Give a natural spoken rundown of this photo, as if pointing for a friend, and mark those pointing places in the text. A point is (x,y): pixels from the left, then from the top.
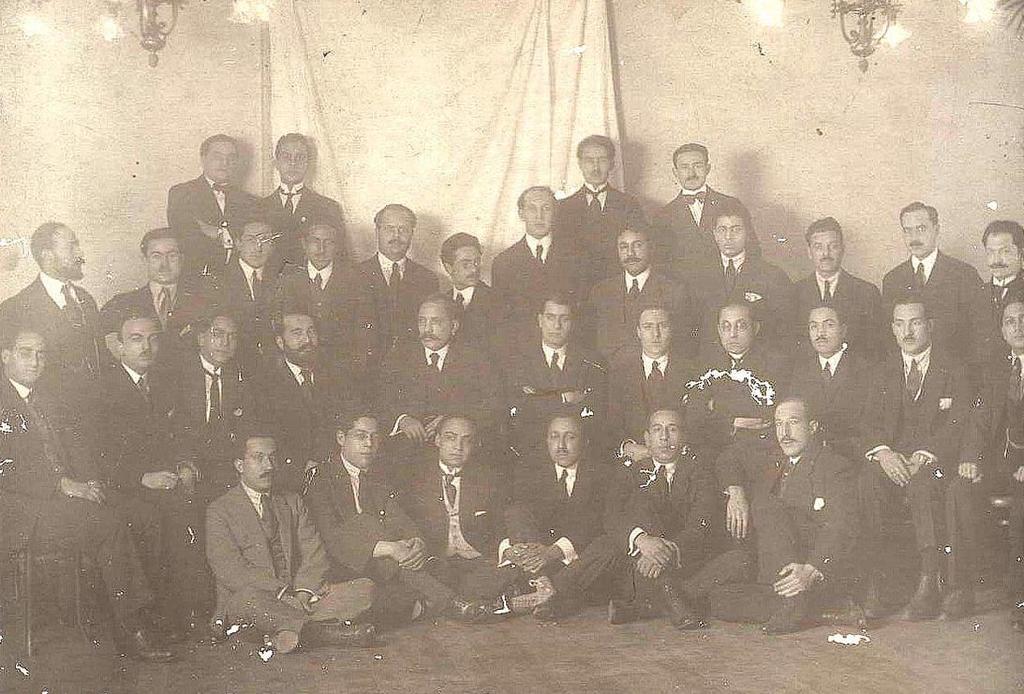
In this image we can see a group of persons (541,303). Behind the persons (210,392) we can see a wall (111,128) and a cloth (357,128). At the top (142,45) we can see the lights (156,56).
